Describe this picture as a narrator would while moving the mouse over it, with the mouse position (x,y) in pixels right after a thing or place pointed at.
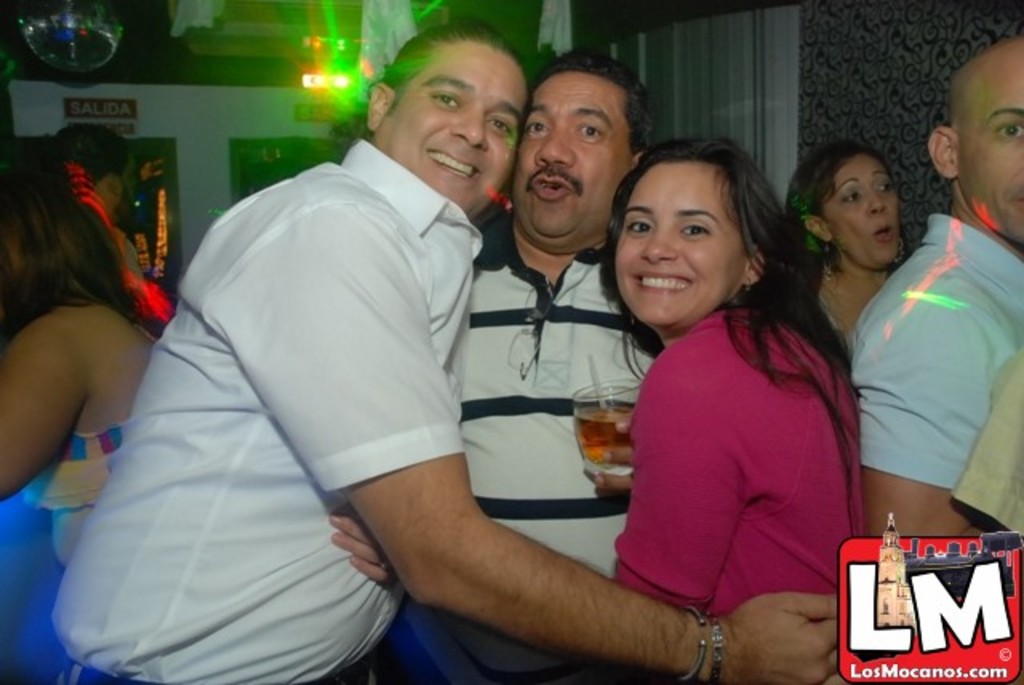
In this image we can see a group of people (830,395) standing. One man (593,359) is holding a glass (603,389) in his hand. In the background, we can see a board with some text (89,107). At the top of the image (403,4) we can see some clothes (387,15) and lights (339,55).
